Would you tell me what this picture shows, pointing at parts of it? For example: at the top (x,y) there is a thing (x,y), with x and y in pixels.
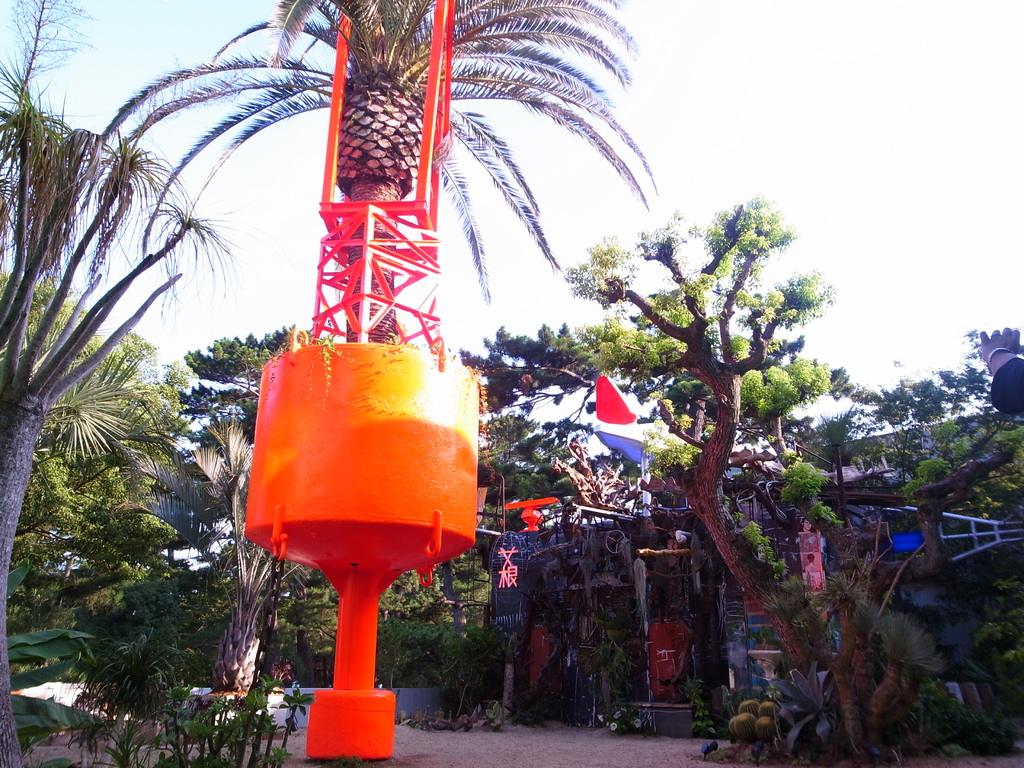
In the foreground of the picture (966,727) there are plants (824,698), trees (822,627) and a construction (365,437). In the background (546,447) there are trees (429,611), boards (510,570) and other objects (598,410). On the right (987,356) there is a person's hand (994,355). Sky (759,131) is sunny.
